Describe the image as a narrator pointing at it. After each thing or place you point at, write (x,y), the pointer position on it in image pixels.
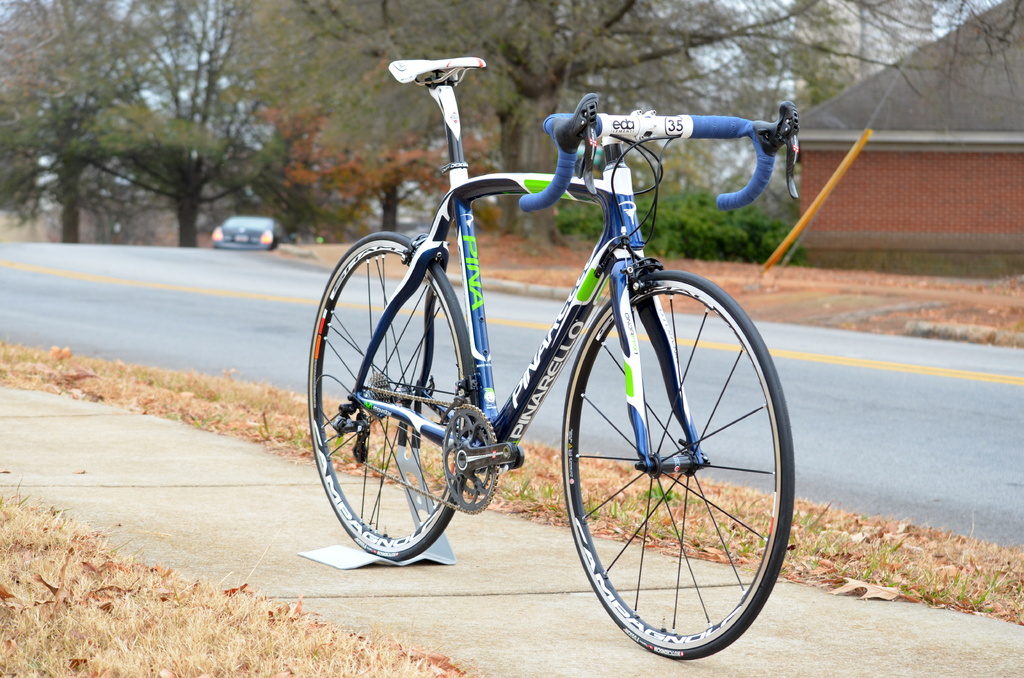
Bicycle (457,194) is highlighted in this picture. This are trees (237,46). These is a vehicle (259,235). These is a Road (172,303). This is a house (920,184) with a red bricks (922,193). This is a grass (522,498). This bicycle (479,388) contains a chain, wheel (625,487), seat (461,67) and handle (763,161). The sky (221,49) is in grey color.
